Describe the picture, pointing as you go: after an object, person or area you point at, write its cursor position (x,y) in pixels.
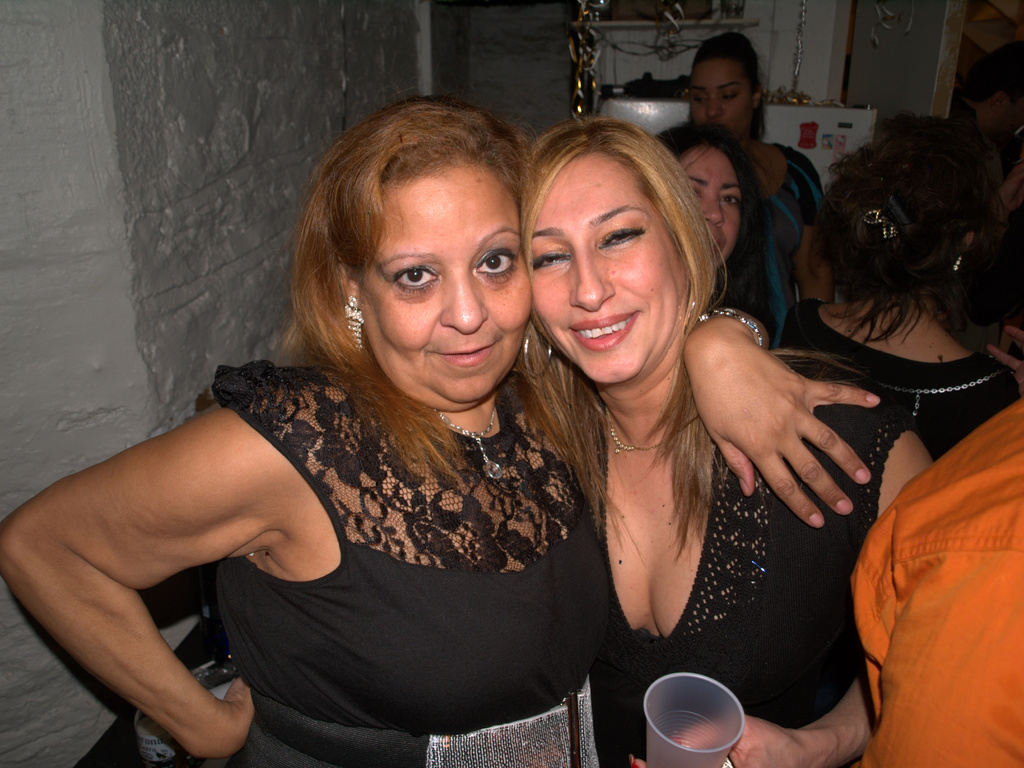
In this picture we can see some people (651,276) standing, this woman (699,437) is holding a glass (679,720), in the background (510,59) there is a wall (335,57).
